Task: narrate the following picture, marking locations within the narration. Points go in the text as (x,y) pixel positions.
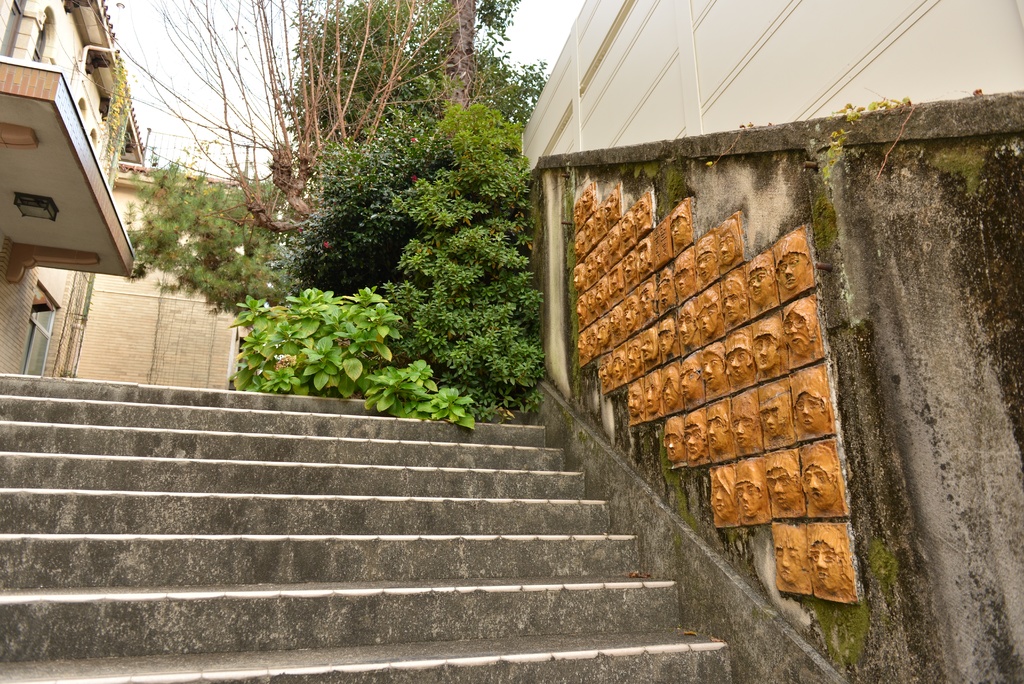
In front of the picture, we see the staircase (372,636). Beside that, we see a wall (953,332) and the stone carved faces (744,346) which are painted in yellow color. Behind that, we see a building (702,36) in white color. In the middle (465,329), we see the trees (360,265). In the left top (121,195), we see the buildings (87,294). At the top (286,55), we see the sky (538,25).
